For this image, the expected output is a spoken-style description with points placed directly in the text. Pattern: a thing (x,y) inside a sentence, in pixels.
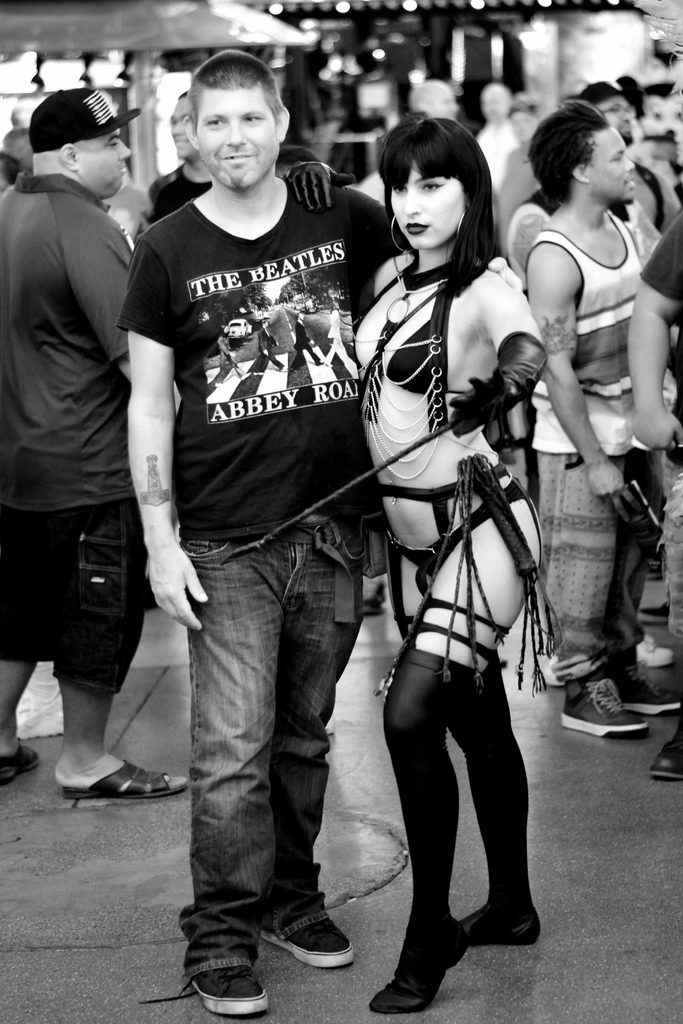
There is a man (325,464) and a woman (426,496) in the foreground area of the image (407,449), there are people (508,187), it seems like roofs (144,4) in the background (22,424).
